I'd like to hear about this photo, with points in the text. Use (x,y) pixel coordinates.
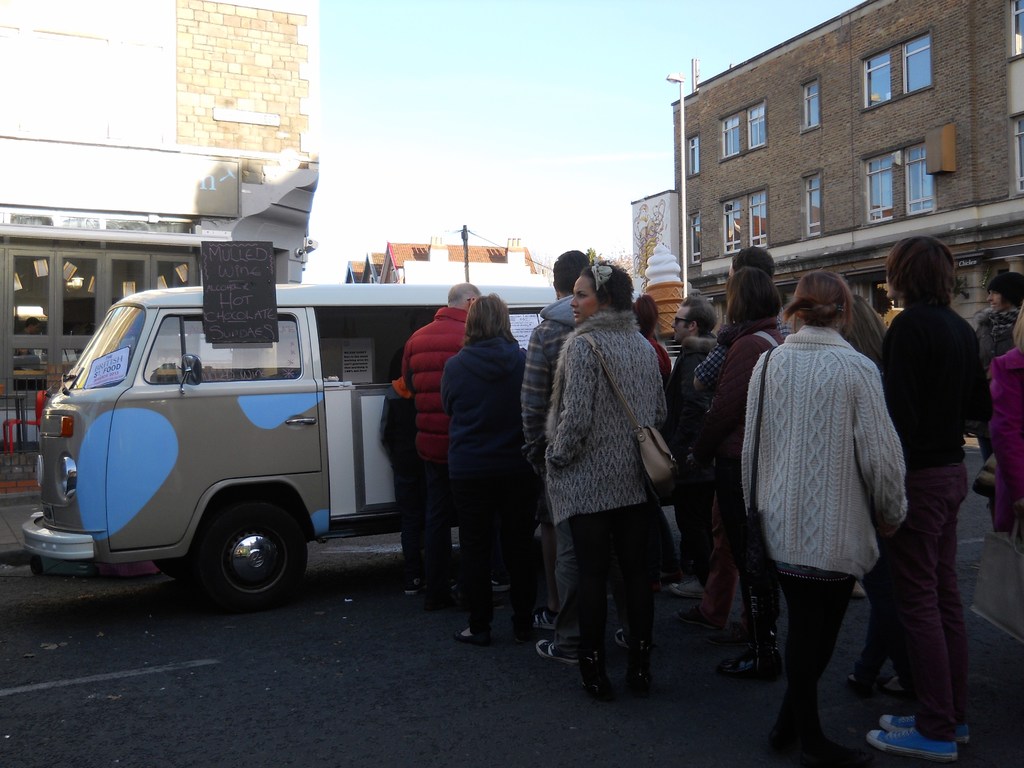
This is an outside view. On the right side (844,421) few people (497,403) are standing on the road (602,729). On the left side (112,485) there is a van (252,466). In the background (177,283) there are few buildings (19,241). At the top (525,60) I can see the sky (406,66).
